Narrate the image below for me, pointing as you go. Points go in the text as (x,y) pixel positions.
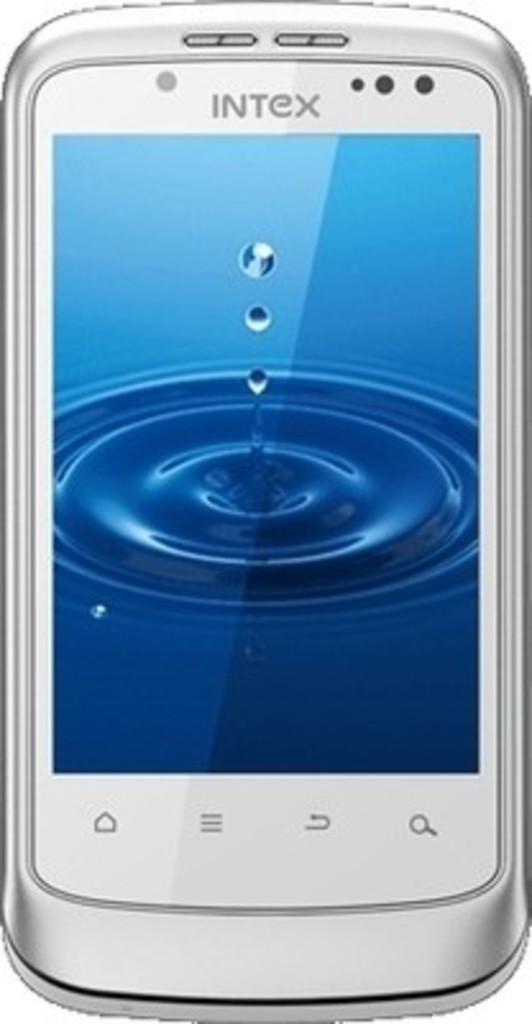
In this picture I can see there is a smart phone (320,409) and there are some buttons (114,821), screen (294,162), speaker (192,36), camera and sensors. It is placed on the white backdrop (9,11).
